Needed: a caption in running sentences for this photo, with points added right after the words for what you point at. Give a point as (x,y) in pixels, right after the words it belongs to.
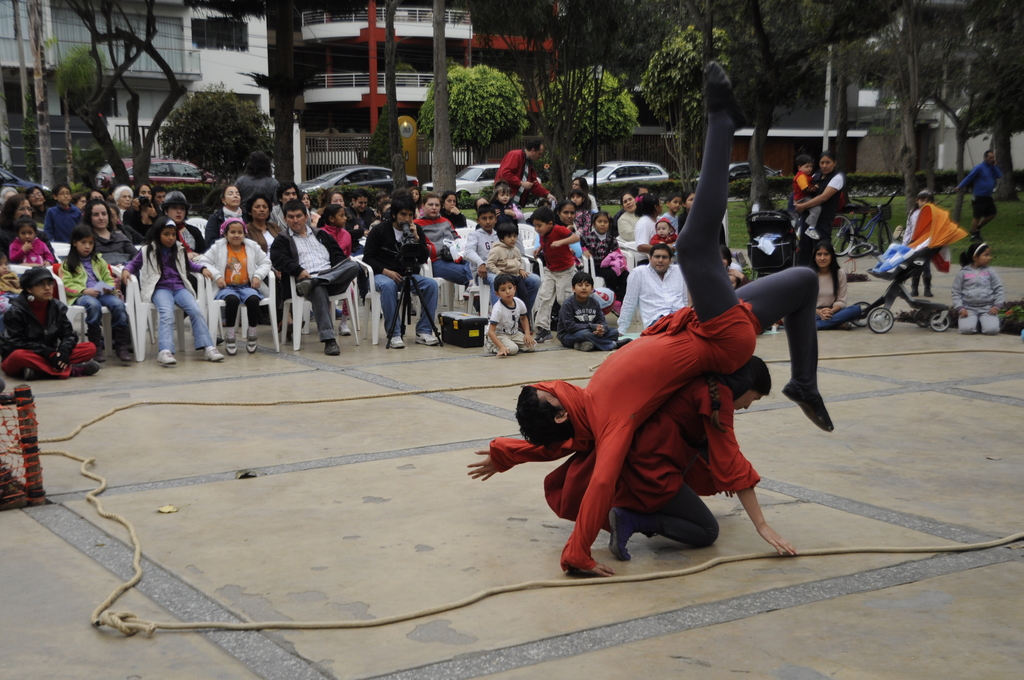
In this image we can see two persons (627,414) performing. On the floor (188,366) we can see rope (465,604). There are many people (215,241) sitting on chairs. On the right side (762,221) we can see strollers (777,224). In the background (379,102) there are trees (475,93), buildings (135,77) and vehicles (634,179). Also we can see railings (400,79) for the building (325,119).
